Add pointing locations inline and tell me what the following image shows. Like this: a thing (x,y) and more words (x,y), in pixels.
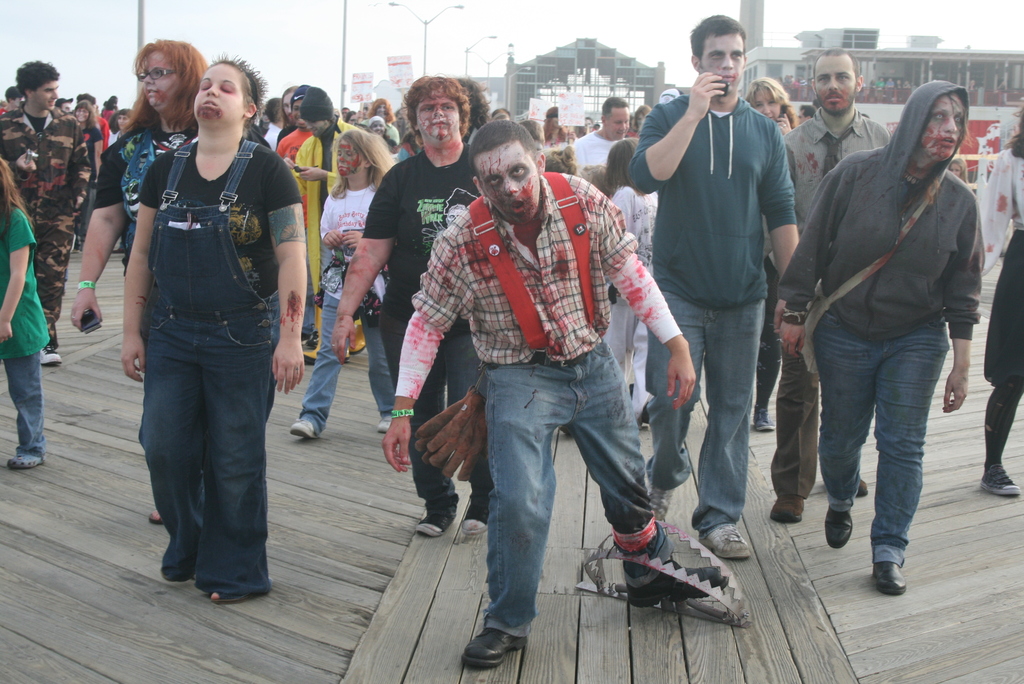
This picture describe about the group of boys and girls (365,197) doing the zombie walk and giving a pose into the camera. Behind there is a building (614,65) and a big arch (513,101).
